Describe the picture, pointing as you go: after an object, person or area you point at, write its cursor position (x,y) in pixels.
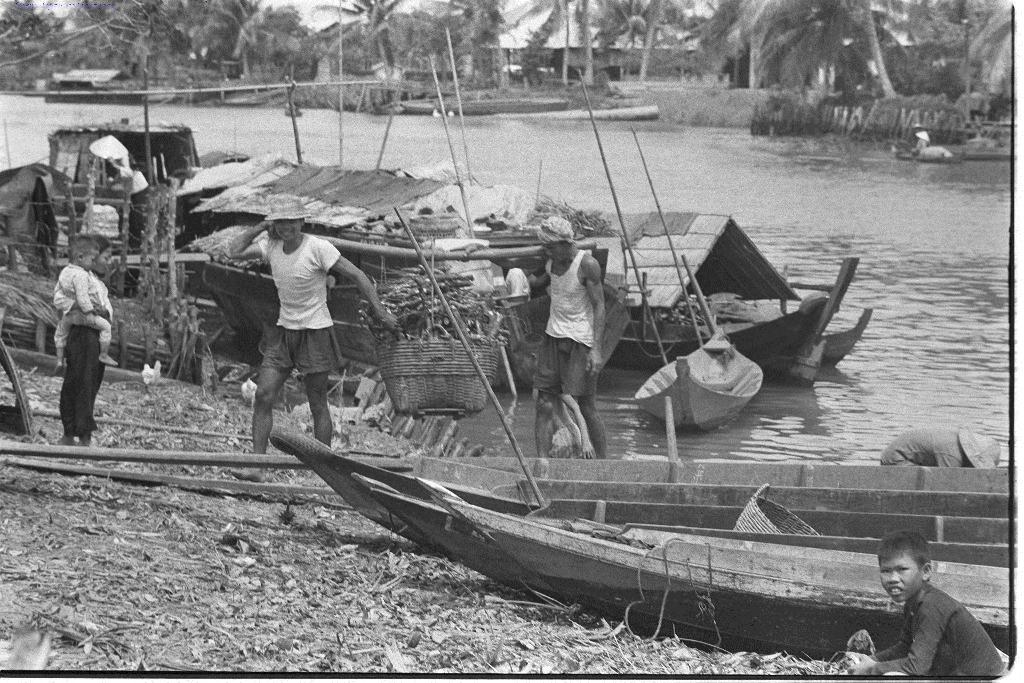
In this image two persons (279,365) are holding a wooden stick (440,256) to which a basket (409,356) is hanging to it. In the basket (401,370) there are few sticks (459,306). They are walking on the land (312,597). Left side (65,315) there is a person (80,394) holding a baby (80,303) in her arms (81,308). Right bottom there is a person (921,644), behind him there are few boats (725,564) on the land (310,572). Behind it there is a person (964,447) wearing a cap (998,450). Few boats (718,418) are in water (884,399). Right side (899,155) there is a boat (926,158). A person (929,144) is sitting in the boat (911,152). He is wearing a cap (922,130). Top of the image (258,30) there are few trees (795,35) on the land (681,100).
